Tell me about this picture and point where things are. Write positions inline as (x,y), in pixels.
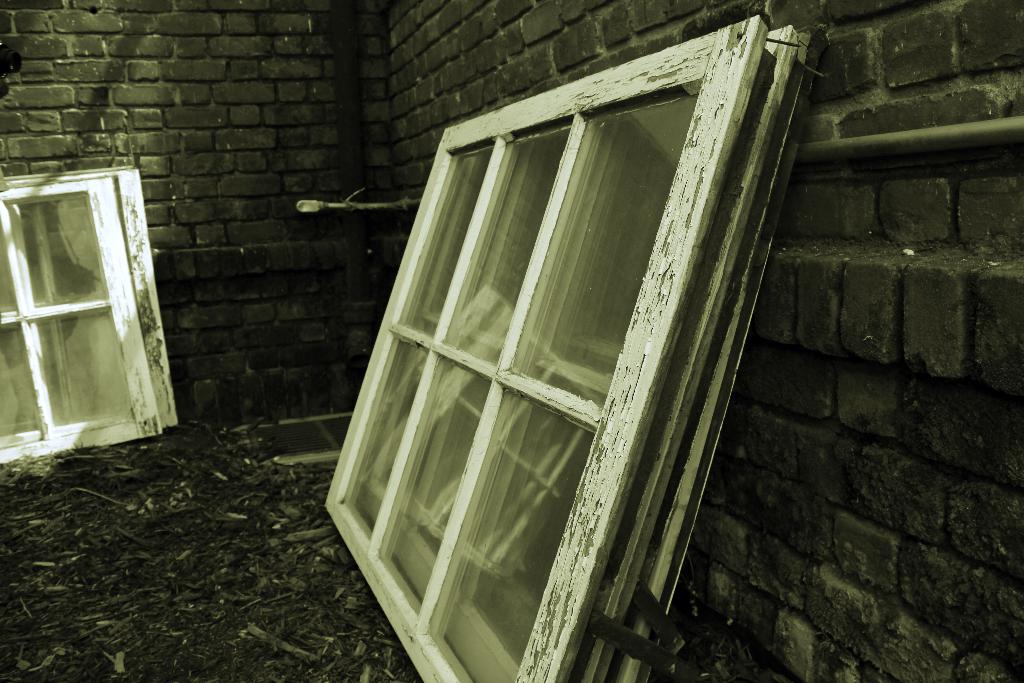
This image consists of a wall (503,17) made up of bricks (245,297). And there are windows (71,308) in white color. At the bottom (141,593), there is a ground (160,604).
